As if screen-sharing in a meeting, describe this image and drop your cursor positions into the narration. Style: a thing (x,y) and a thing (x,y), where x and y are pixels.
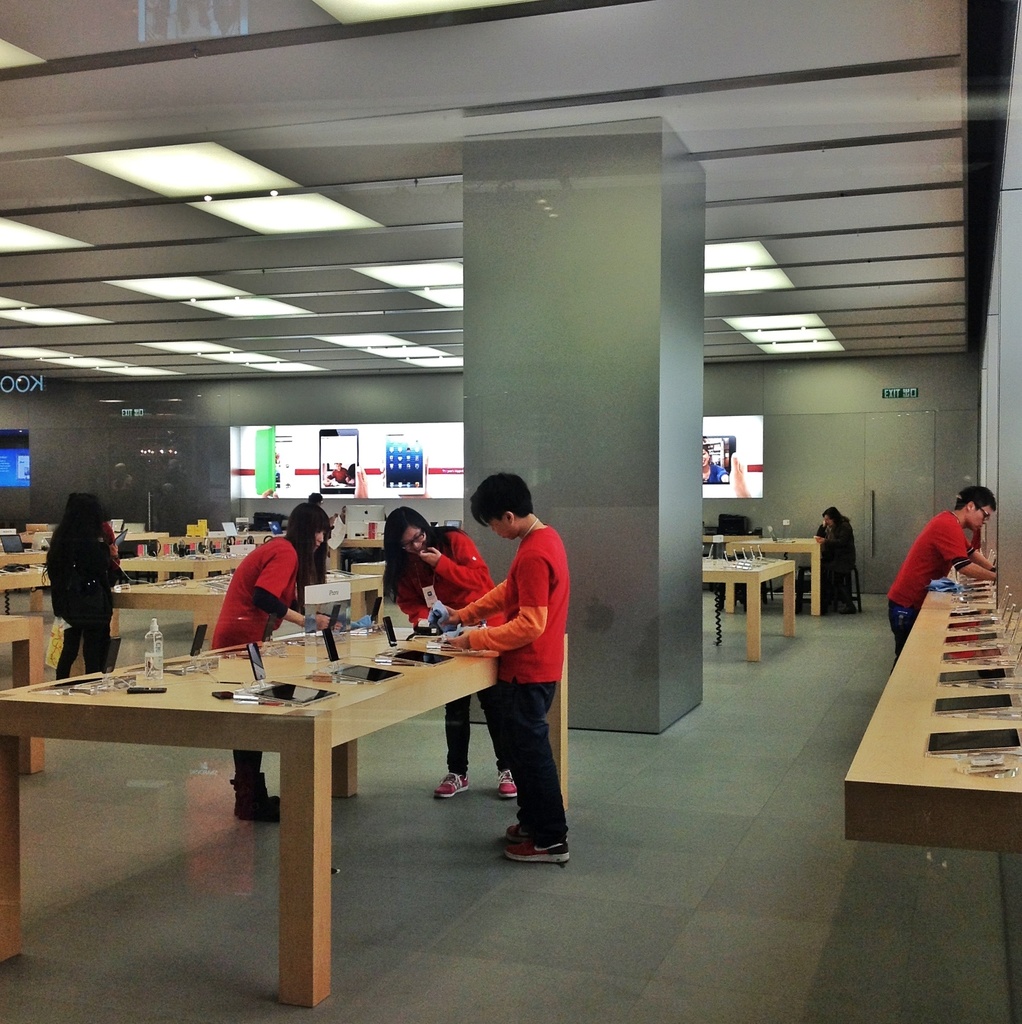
This is a picture of a showroom (255,683), in which we can see here a different types of mobiles (977,747) placed on the table (987,764), here we can see different persons (317,555) wearing red shirts (539,582), in this we can notice the screen (380,462) with mobiles (416,464) which is on the wall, we can also see lights (210,198) on the roofs (373,277).
